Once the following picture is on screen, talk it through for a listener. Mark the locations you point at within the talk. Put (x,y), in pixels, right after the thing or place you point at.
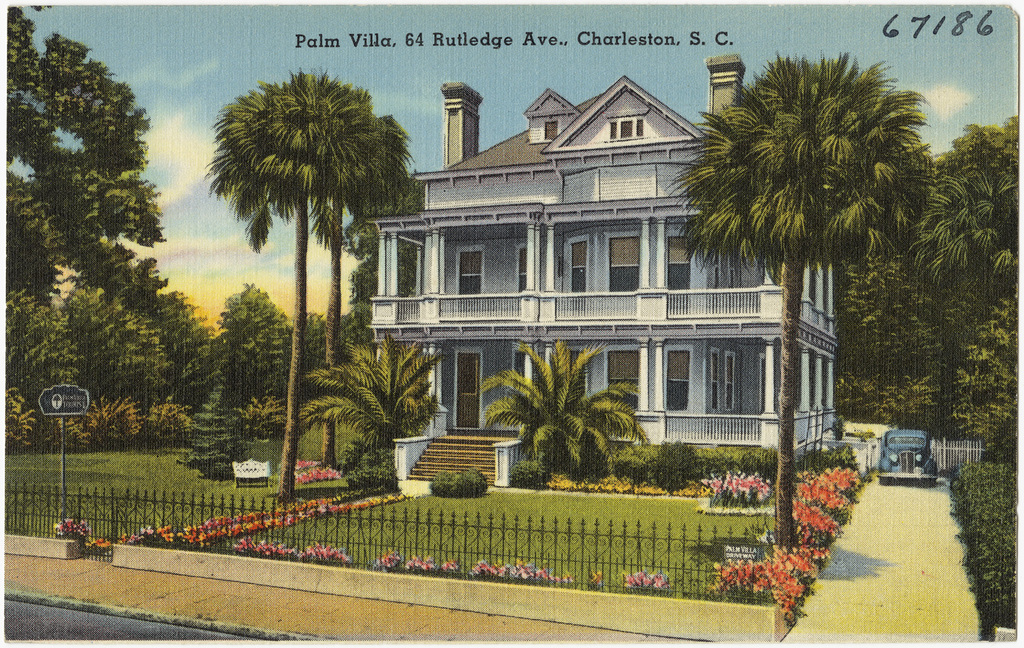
Building (589,215) with windows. Beside this building (452,221) there are trees (940,192), plants (391,403), fence (950,456), vehicle (889,475), bench (268,469), grass (279,474) and board (57,401). Top of the image (618,44) there is a watermark (479,37).
